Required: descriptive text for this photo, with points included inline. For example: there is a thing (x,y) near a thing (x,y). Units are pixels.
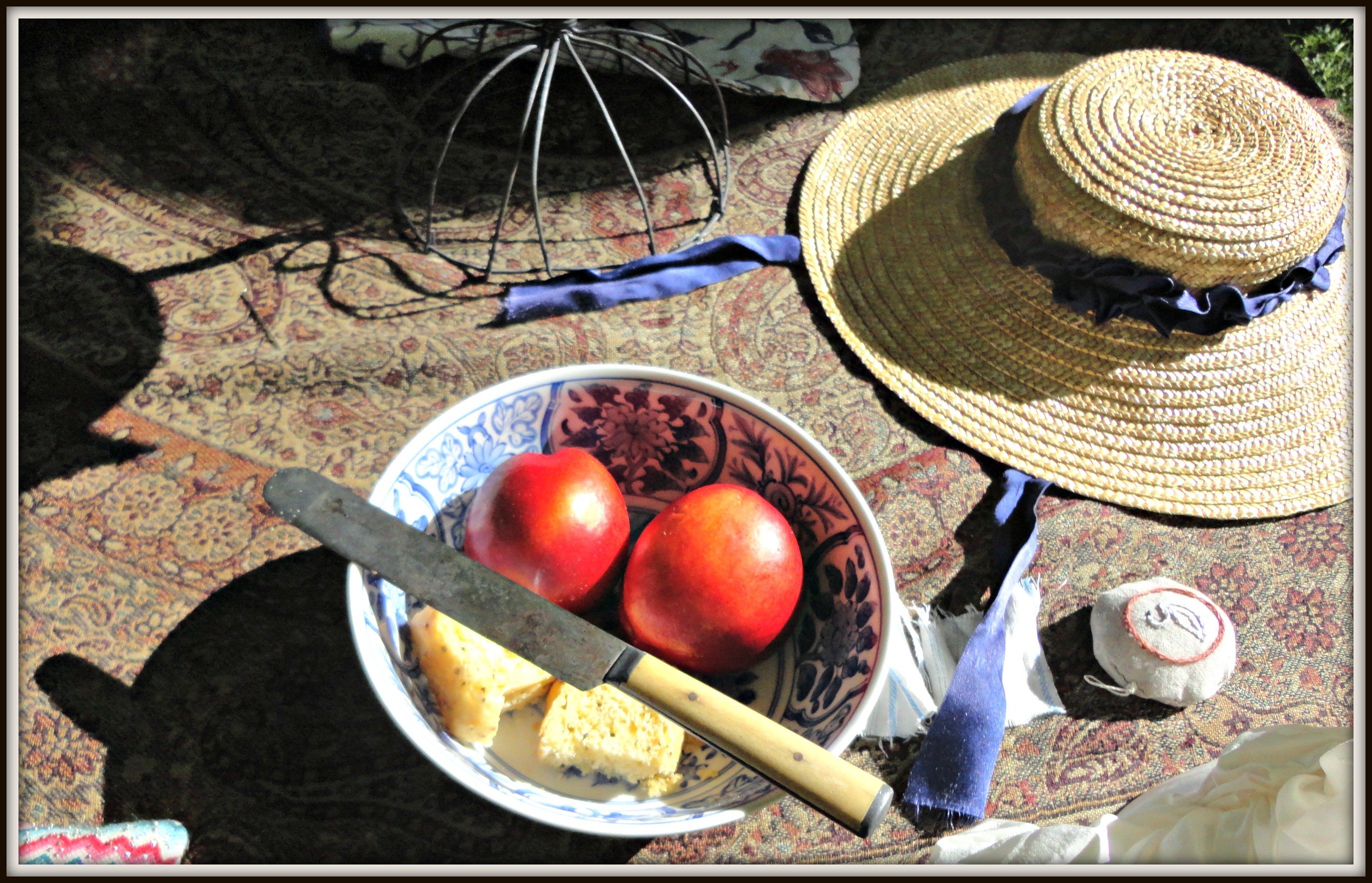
In this image I can see fruits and some food items (484,704) in the bowl (608,608), I can also see a knife (529,592) and the bowl (361,597) is in white color. Background (1159,485) I can see a cap (1055,240) in cream color.
